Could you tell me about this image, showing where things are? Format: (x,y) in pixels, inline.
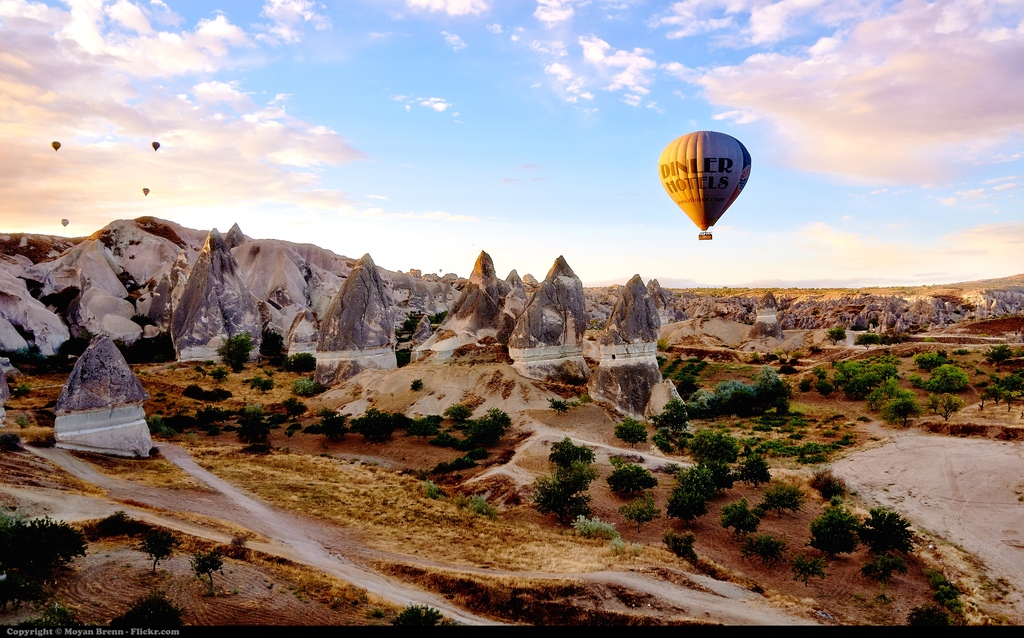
In this picture we can see a land (546,292) of mountains (149,298), trees (686,492), path (241,494) and above the mountains (92,263) it is a sky (655,47) so cloudy and we can see hot air balloons (670,160) on the sky (188,193).
